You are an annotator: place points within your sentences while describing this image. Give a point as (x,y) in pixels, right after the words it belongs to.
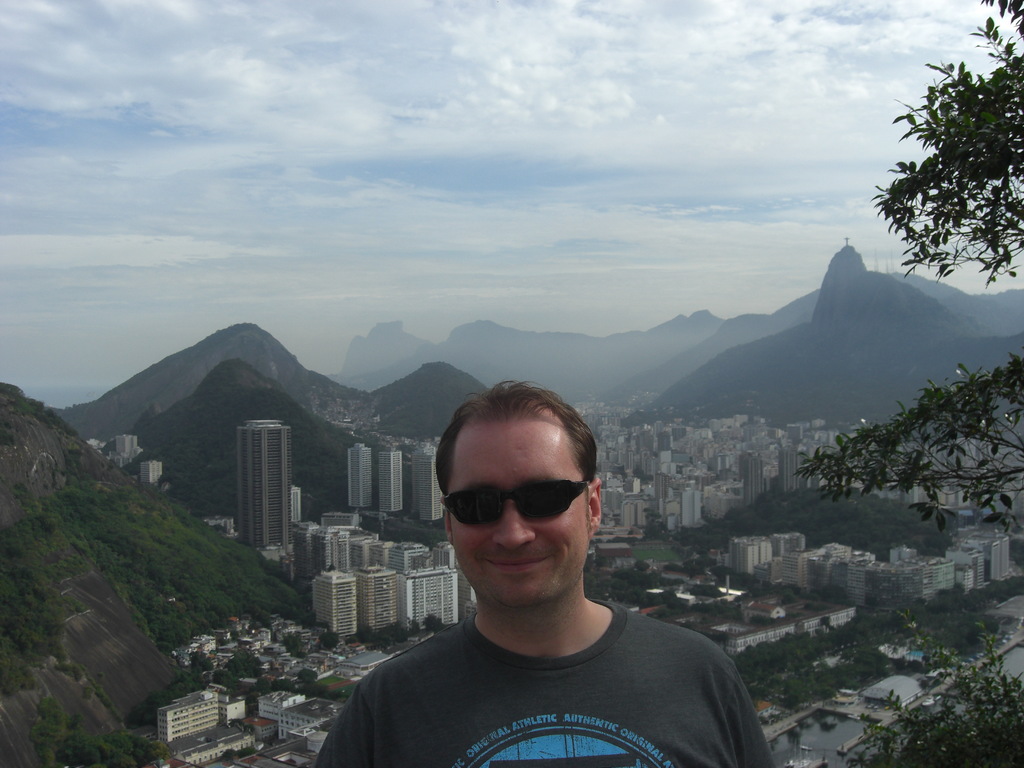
In this picture I can see there is a man (536,692) standing here and he is smiling and wearing goggles (541,516) and a black shirt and there are mountains (709,387) and buildings (311,760) in the backdrop (752,327) and the mountains (284,393) are covered with trees (177,471). The sky (306,158) is cloudy.
